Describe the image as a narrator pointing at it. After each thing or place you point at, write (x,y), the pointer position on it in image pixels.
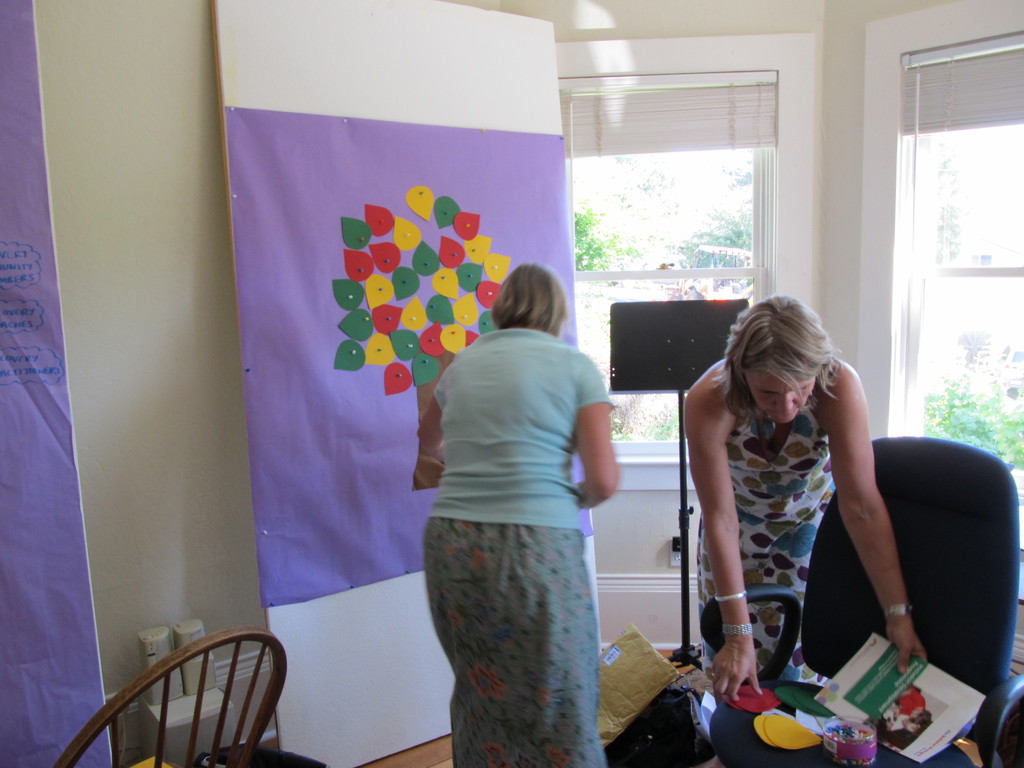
In this image there is a person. In front of her there is a chair (1022,679). On top of the chair (979,686) there are a few objects (924,689). Beside the chair (776,680) there is another person (448,463). In front of her there are a few objects (627,654). On the left side of the image (257,640) there is a chair (250,748). In front of the chair (166,678) there are some objects (179,730). On the right side of the image (933,148) there are glass windows (979,184) through which we can see trees (1018,440). In front of the glass window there is a board (697,359). On the left side of the image (45,236) there are banners (327,376). In the background of the image (252,590) there is a wall (143,367).
